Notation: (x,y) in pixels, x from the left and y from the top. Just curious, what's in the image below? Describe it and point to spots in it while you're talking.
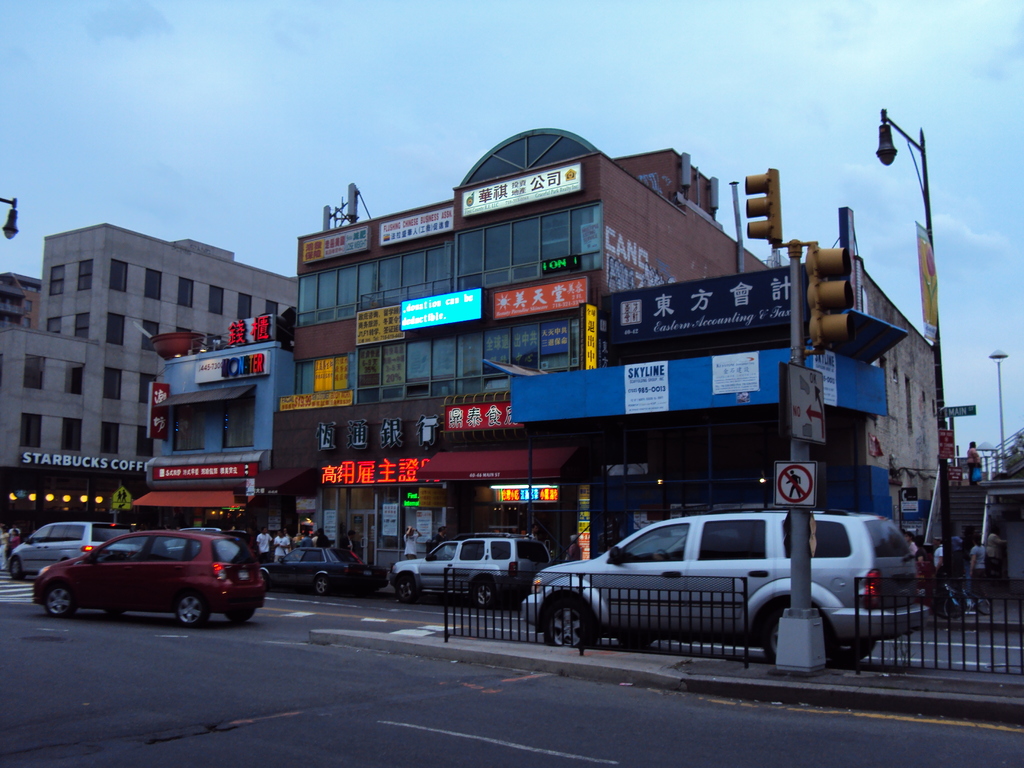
Sky (489,105) is cloudy. Here we can see buildings (15,429), hoardings (398,429), light poles (14,222), signboards (804,417), traffic signal lights (827,337), fence (1007,627), vehicles (593,565) and people (912,547).
